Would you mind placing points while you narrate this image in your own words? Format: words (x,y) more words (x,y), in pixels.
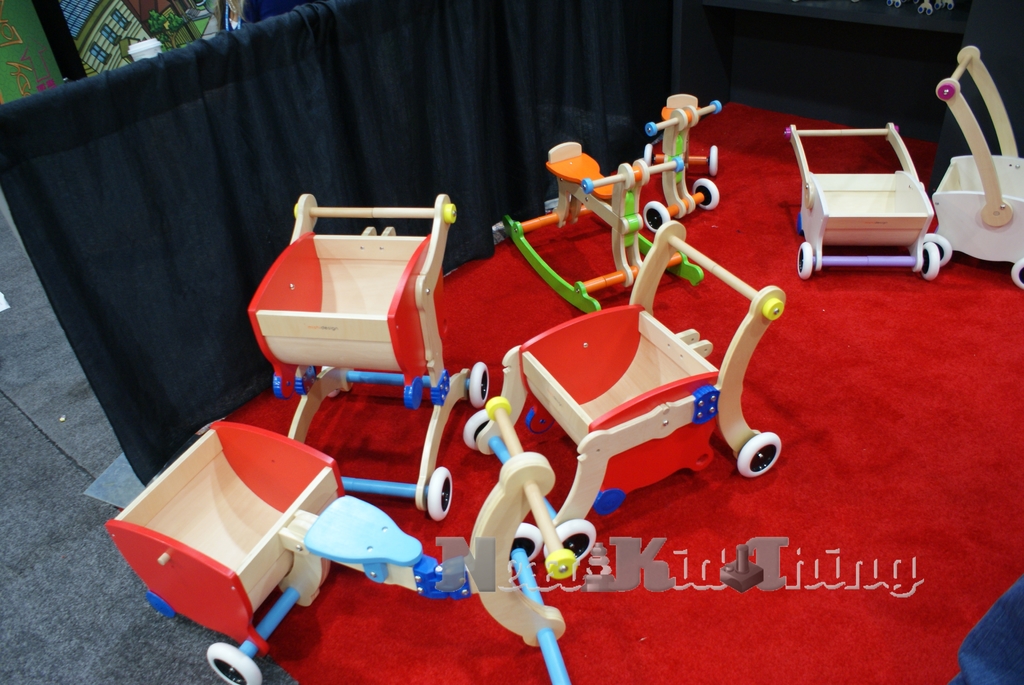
In this picture we can see some toy vehicles (603,309) on red color cloth (868,286) and aside to this we have black color curtain (199,132) and here it is floor (58,452).
